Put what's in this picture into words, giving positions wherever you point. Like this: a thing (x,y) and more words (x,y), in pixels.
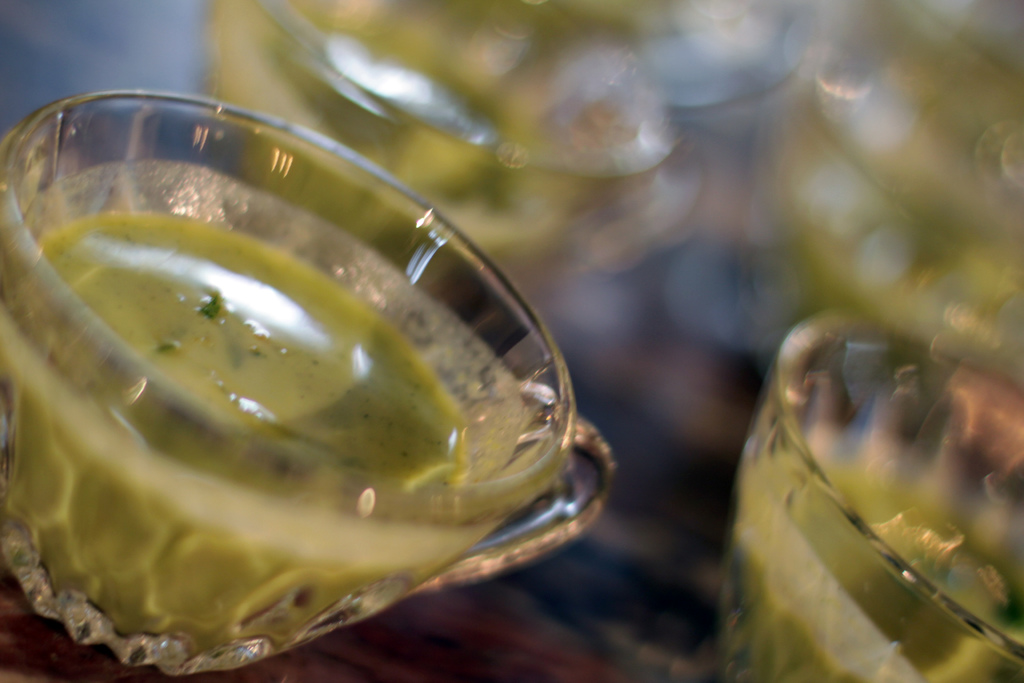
In this image there are cups (467,362), there is a cup (843,367) truncated towards the right of the image (884,408), there is a cup (121,422) truncated towards the left of the image (105,268), there is a drink (260,390) in the cup (434,346), the background of the image (60,50) is blurred.
